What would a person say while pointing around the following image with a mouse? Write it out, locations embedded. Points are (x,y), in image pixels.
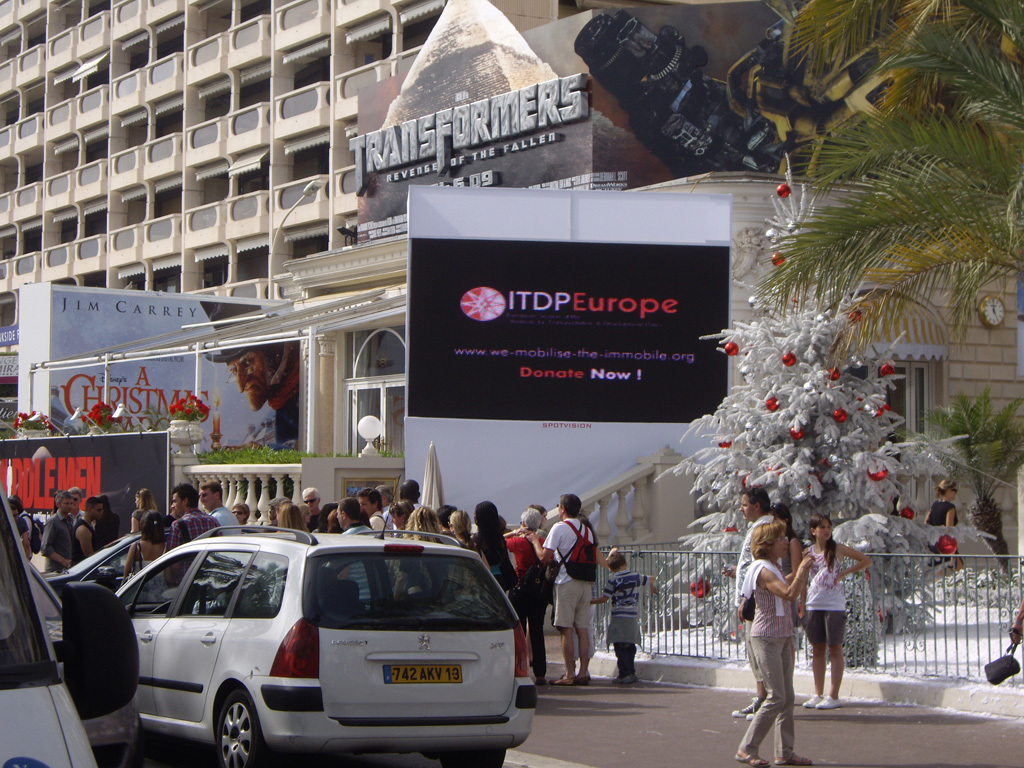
In this picture we can see vehicles (301,737) and a group of people (757,590) on the road (675,751). In the background (742,427) we can see banners (398,201), fence (1000,630), trees (975,287), window (363,396), clock (995,321), building (198,126), plants (110,420), flowers (95,411) and some objects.
